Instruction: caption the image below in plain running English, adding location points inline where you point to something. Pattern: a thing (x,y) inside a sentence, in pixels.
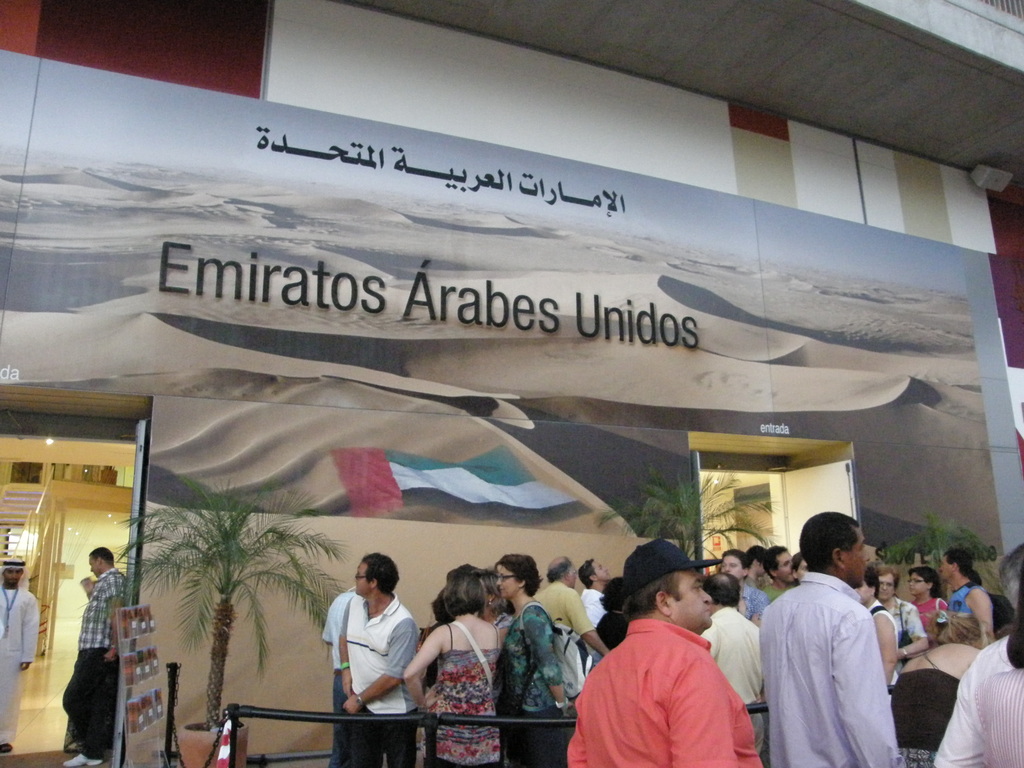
In the center of the image (454,393) a board (386,501), plants (308,576) are present. At the bottom of the image (539,597) a group of people (561,591) are standing. On the left side of the image (45,515) we can see the stairs (32,514), floor (50,704) are present. At the bottom of the image (285,713) rod (302,714) is there. At the top of the image (774,48) roof (796,39) is present.
